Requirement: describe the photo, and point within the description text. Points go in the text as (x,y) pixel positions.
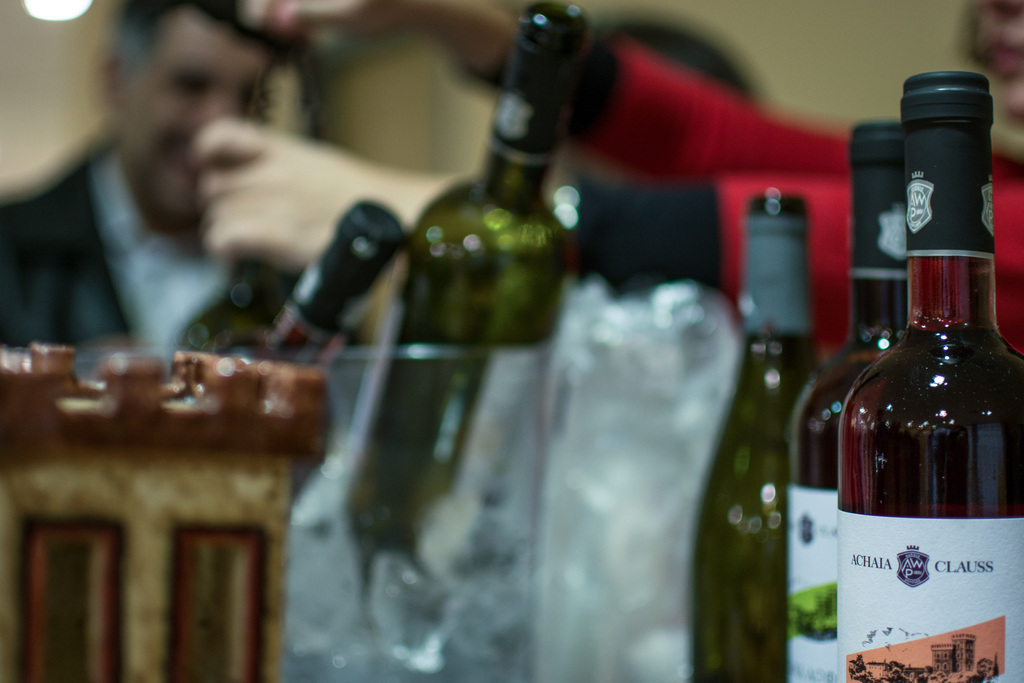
As we can see in the image, there is man (158,268). In the front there are few bottles (864,525).
